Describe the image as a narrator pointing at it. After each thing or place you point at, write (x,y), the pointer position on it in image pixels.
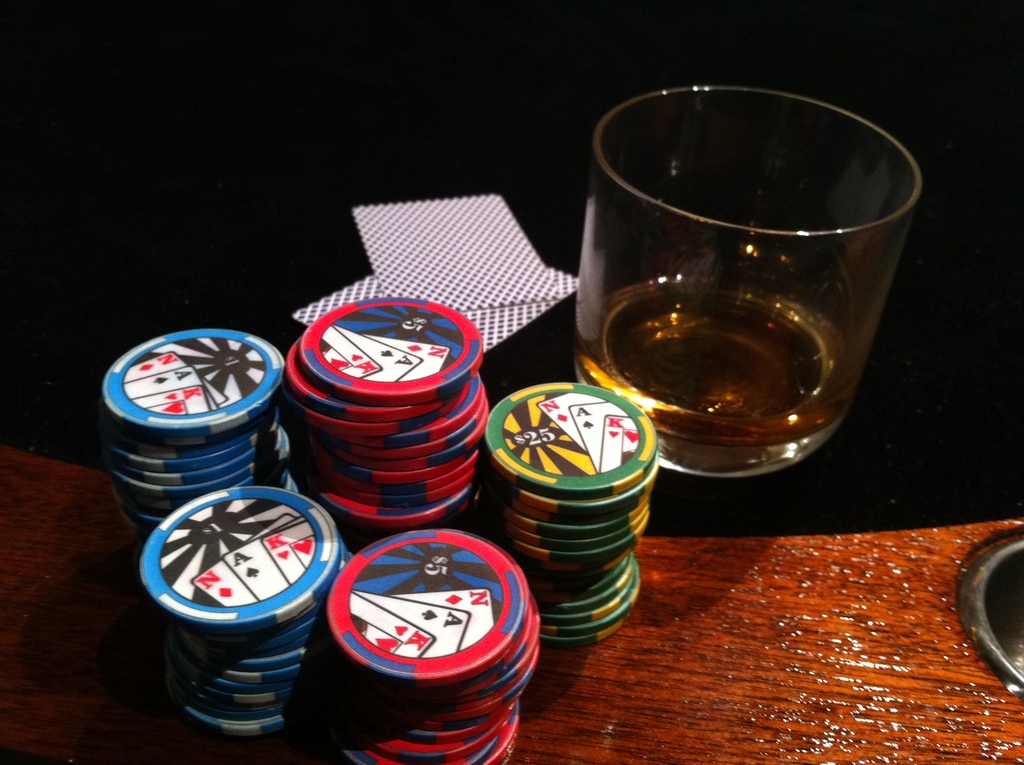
At the bottom of the image (726,708) there is a wooden surface (784,578) with coins (610,484). On the wooden surface (784,548) there is a black cloth (416,195) with cards (496,244) and a glass (715,246) with liquid (627,305) in it.
